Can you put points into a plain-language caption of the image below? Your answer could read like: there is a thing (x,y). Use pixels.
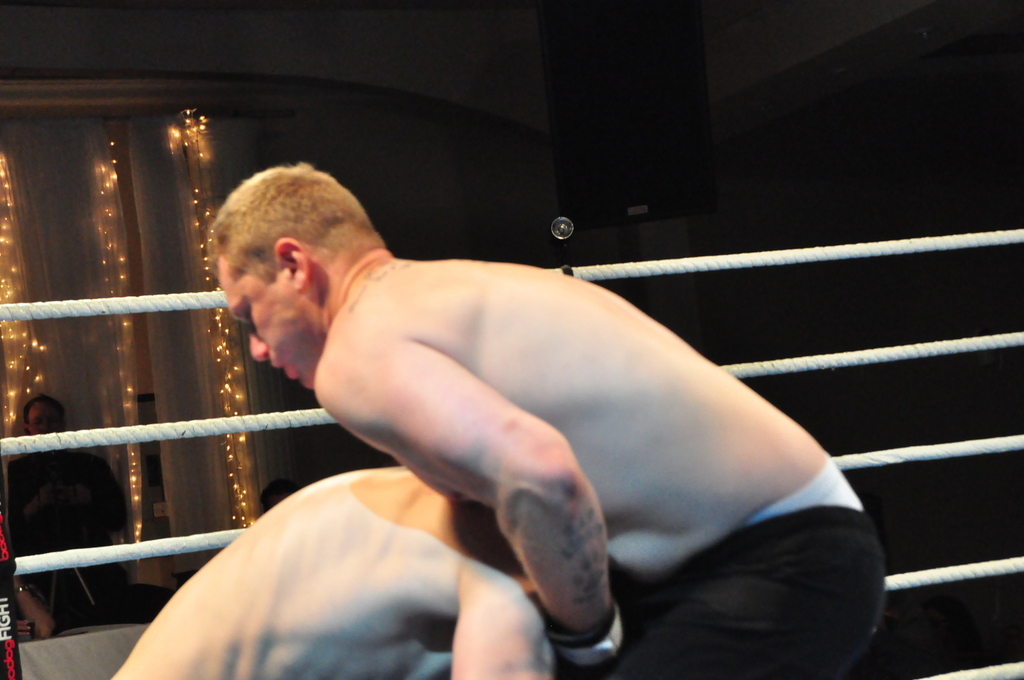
Here I can see two men (281,604) are fighting. At the back of them there are few ropes (681,268). On the left side (66,470) a person (62,483) is standing. At the back of him there are few lights (222,385). The background (607,138) is in black color.
